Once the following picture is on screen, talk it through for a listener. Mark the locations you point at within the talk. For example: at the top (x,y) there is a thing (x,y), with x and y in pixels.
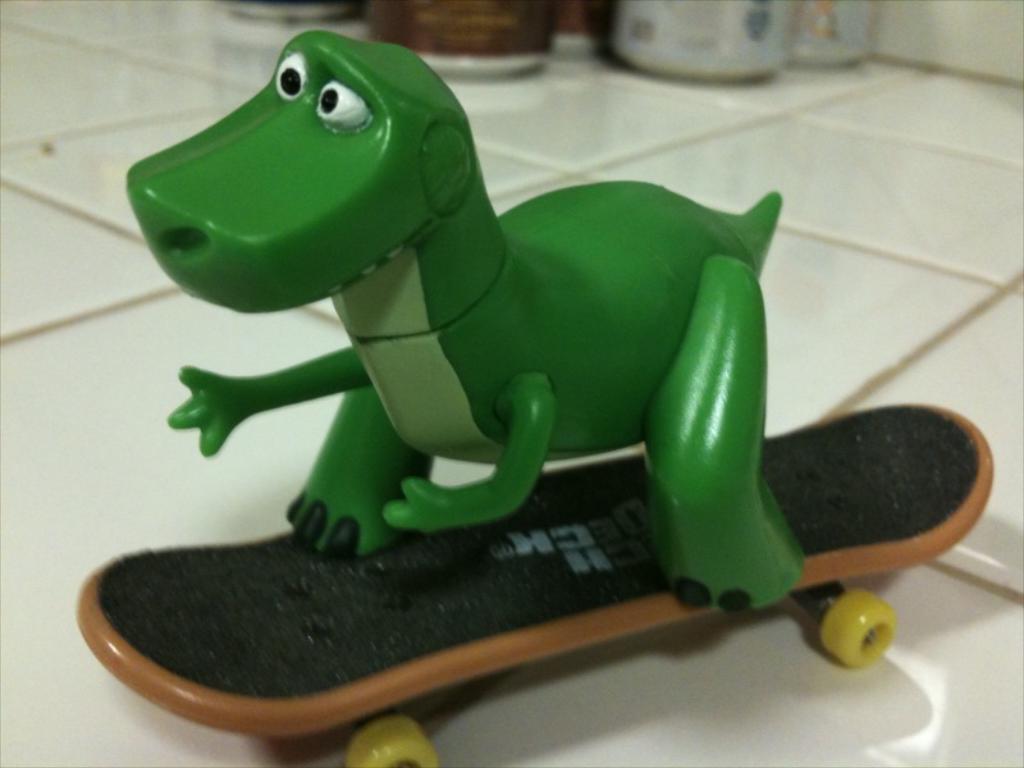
In this image I can see the toy animal (618,350) and the animal (549,386) is on the skateboard (545,479) and the animal (489,252) is in green color and I can see white color background (25,169).
